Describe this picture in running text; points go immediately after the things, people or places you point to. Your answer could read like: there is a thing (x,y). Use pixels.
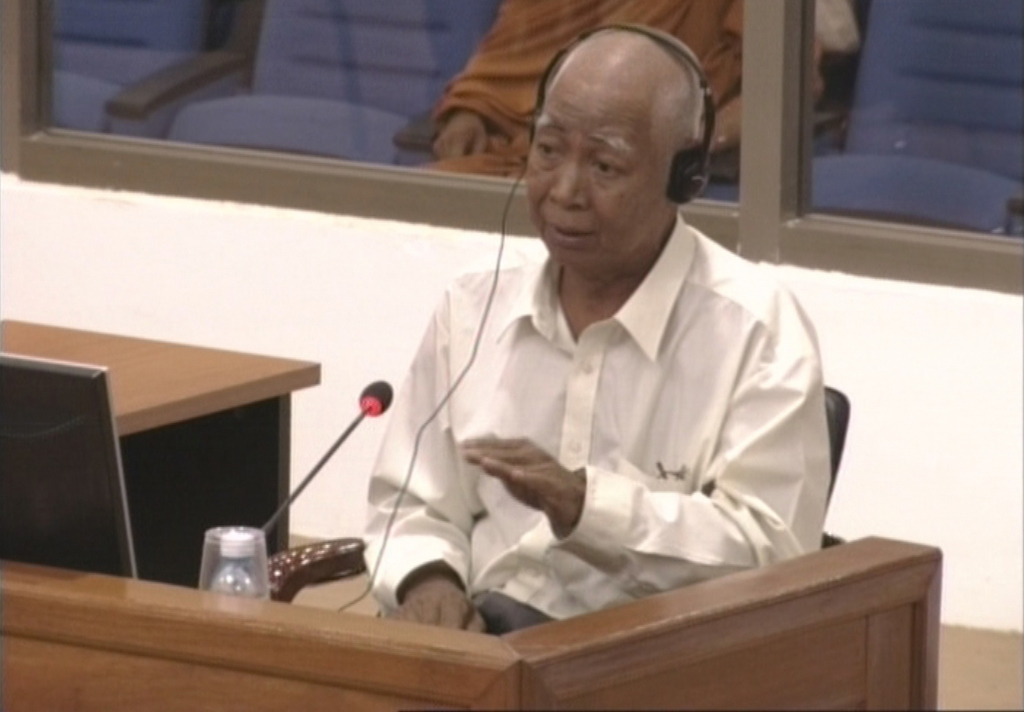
This image is taken inside the room (762,205). In the middle of the image (650,357) a man (660,215) is sitting on the chair (837,434). He is wearing the headsets (691,185). In the left side of the image (117,424) there is a table (180,559) with monitor (84,498), water bottle (227,564) and a mic (376,406) on it. In the background (987,423) there is a wall (958,360) with window (31,102). Through window (271,31) we can see a person (487,82) sitting on the chair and there are few empty chairs (293,77).
